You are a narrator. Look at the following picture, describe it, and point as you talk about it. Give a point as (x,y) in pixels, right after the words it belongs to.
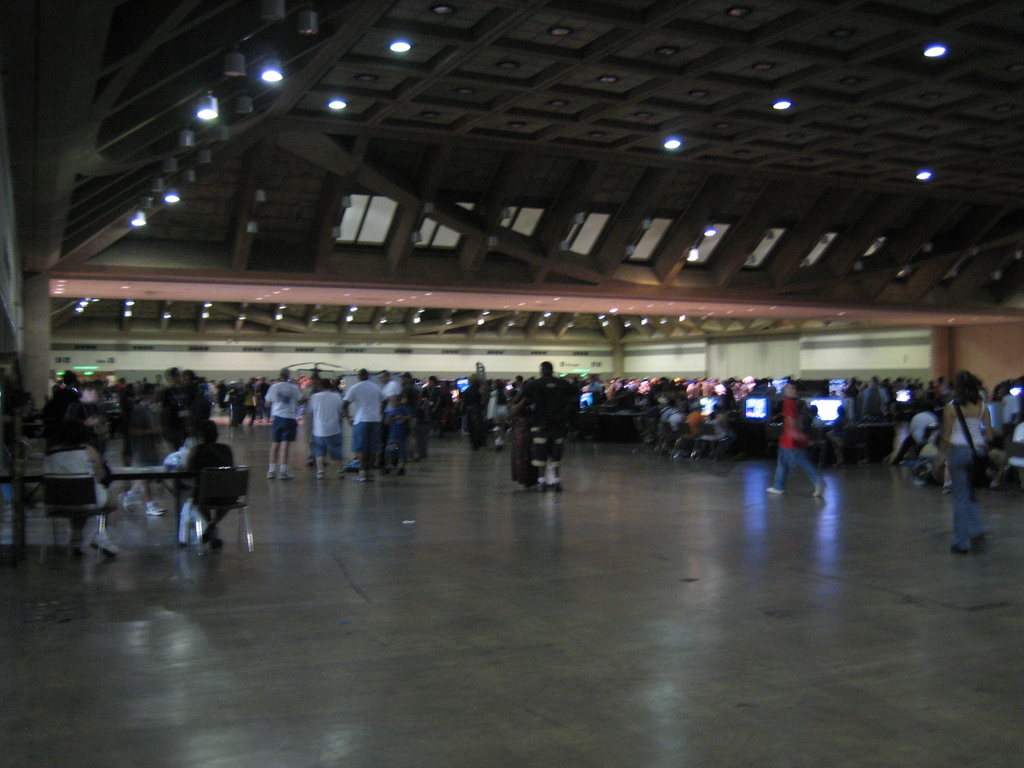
In this picture there are people (965,547) and we can see floor (182,571), chairs (224,507), table (154,471), screens (759,418) and objects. In the background of the image (995,331) we can see wall (1011,334). At the top of the image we can see lights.
